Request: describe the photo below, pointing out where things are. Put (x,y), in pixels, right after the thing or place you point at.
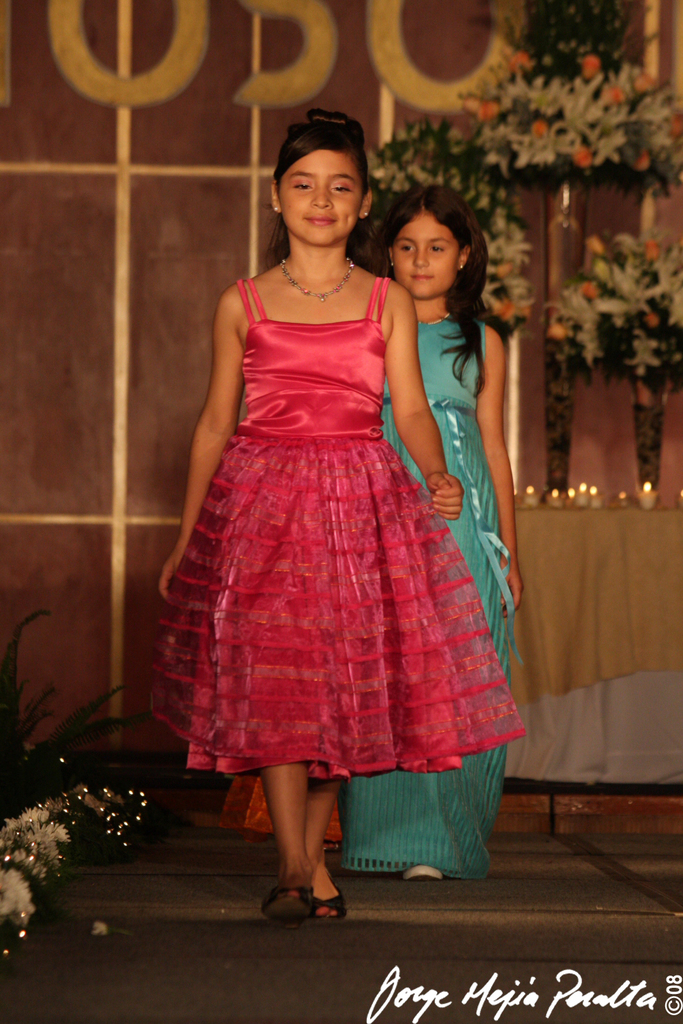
In this image there are two girls (361,526) walking the ramp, beside the girls (350,570) on the floor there are plants (24,856) decorated with lights (40,807), behind the girls (484,522) there are candles (572,494) on the table (540,514), beside the candles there are flower bouquets (519,156) in vases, at the bottom of the image (643,981) there is text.
